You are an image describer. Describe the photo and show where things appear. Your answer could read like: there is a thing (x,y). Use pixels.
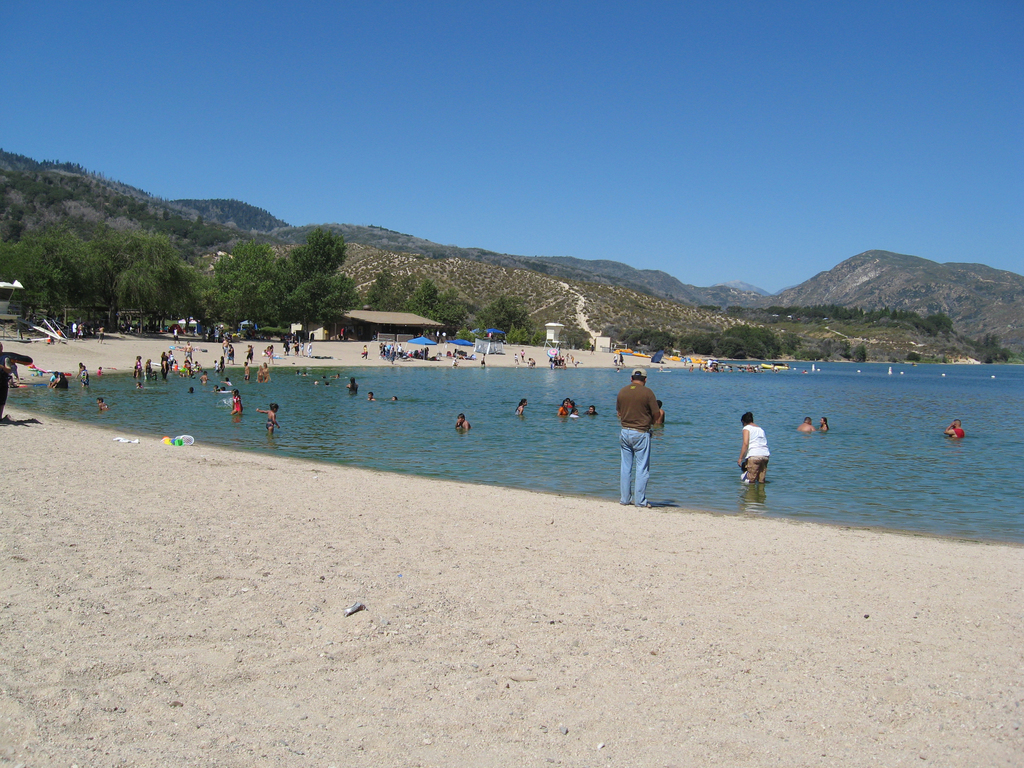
In the picture I can see people (384,354) among them some are standing on the ground (204,585) and some are in the water (666,427). In the background (542,300) I can see trees (337,295), mountains (474,293), the sky (463,155) and some other objects (139,321) on the ground (96,342).
